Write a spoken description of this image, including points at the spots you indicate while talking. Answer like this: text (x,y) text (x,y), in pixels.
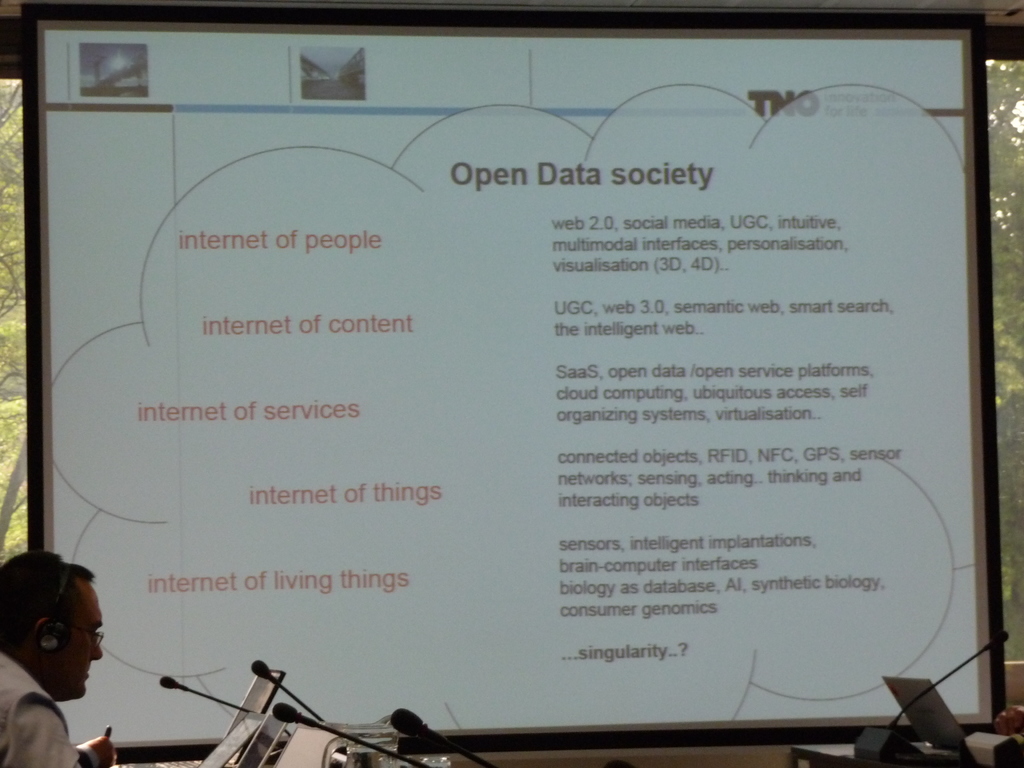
In this image we can see a screen (398,305). On the screen (319,270) we can some text (594,263) and images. At the bottom of the image (240,704) there are some microphones (276,709), laptops (263,720), some other objects (366,735) and a person (44,738) with a headset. In the background of the image (1017,139) there is a glass object (1007,271). From the glass object (17,435) we can see trees (16,367).
